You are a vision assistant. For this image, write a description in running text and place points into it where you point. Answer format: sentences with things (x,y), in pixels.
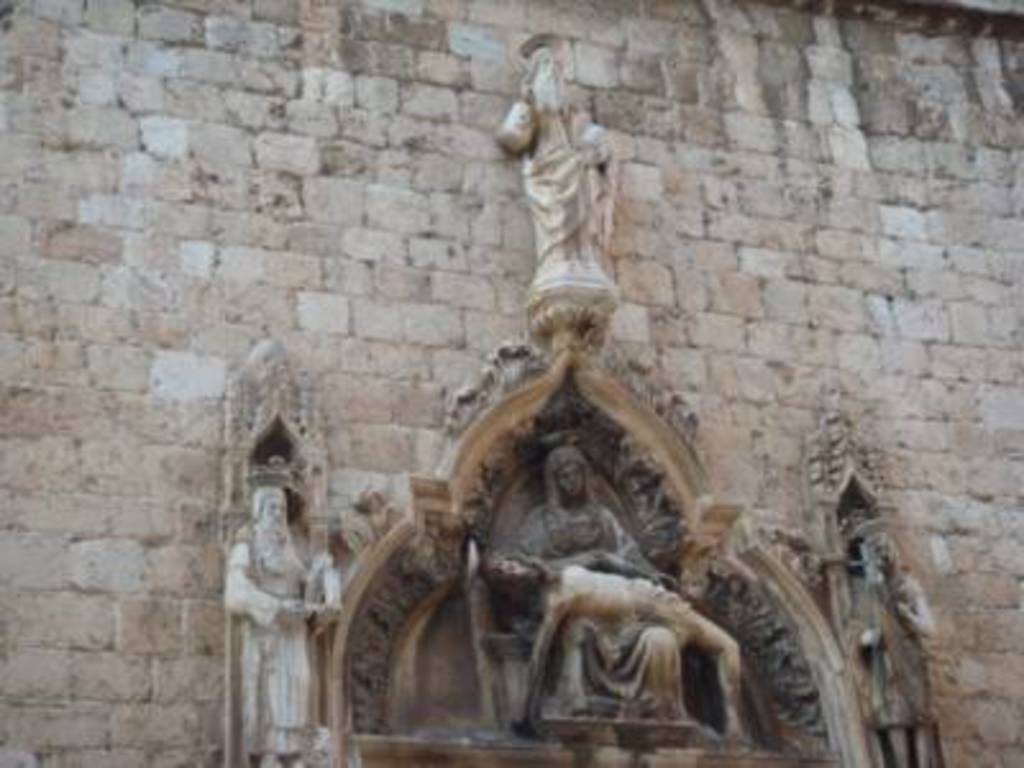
In this image we can see sculptures (549,520) and designs (634,522) are on the wall (683,293).
